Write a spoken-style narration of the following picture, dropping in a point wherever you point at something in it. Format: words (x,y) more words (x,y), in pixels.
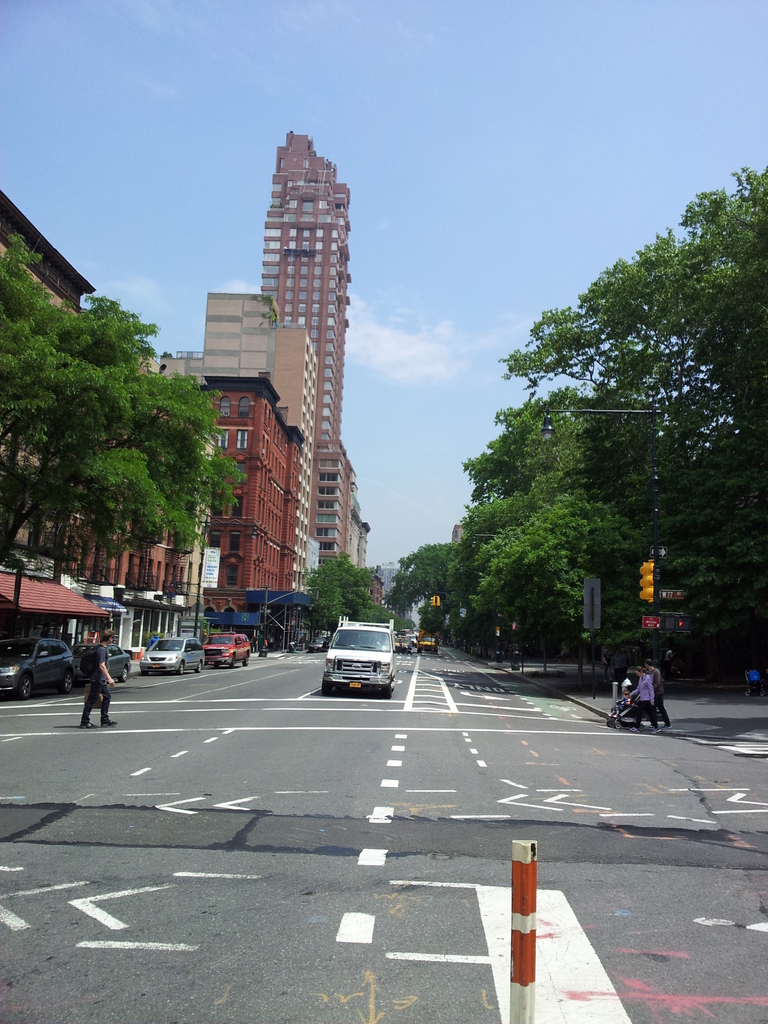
In the middle of this image (384,626), there are vehicles (410,640) on the road (372,832), on which there are white color lines (374,858) and a person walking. On both sides of this road (279,654), there are buildings (249,303) and trees (731,622). In the background (372,414), there are clouds (398,378) in the blue sky (227,113).
